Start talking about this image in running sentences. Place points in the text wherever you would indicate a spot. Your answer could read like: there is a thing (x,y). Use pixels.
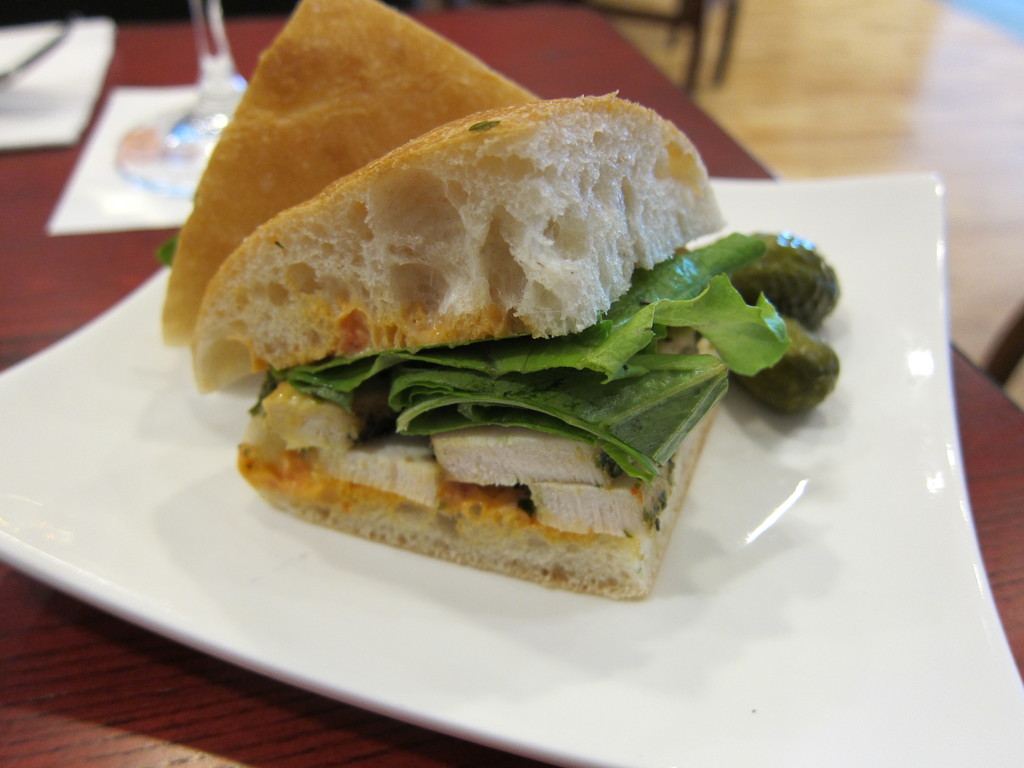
In the foreground of this image (464,436), there is a some food (511,456) in-between bread pieces (462,268) on a white platter (581,765) which is on a table (156,717) and the table (154,705) also includes a glass (151,193) and two white clothes (49,93). On the top right (905,77), there is the floor (795,108) and legs (719,54) of the chair (1016,346).
